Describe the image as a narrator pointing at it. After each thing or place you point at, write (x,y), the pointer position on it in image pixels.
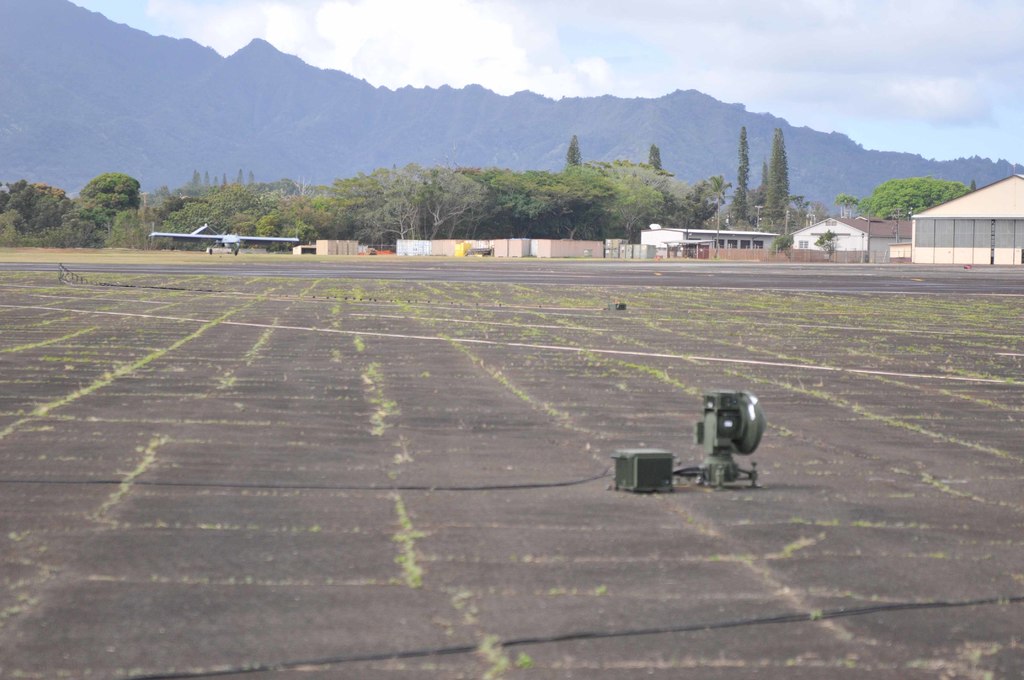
In this picture I can see few houses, trees (341,230) and hills (403,156) and a cloudy sky (801,67) and I can see a machine (671,474) on the ground (607,520) and looks like a jet plane (246,238) in the back (221,239).
